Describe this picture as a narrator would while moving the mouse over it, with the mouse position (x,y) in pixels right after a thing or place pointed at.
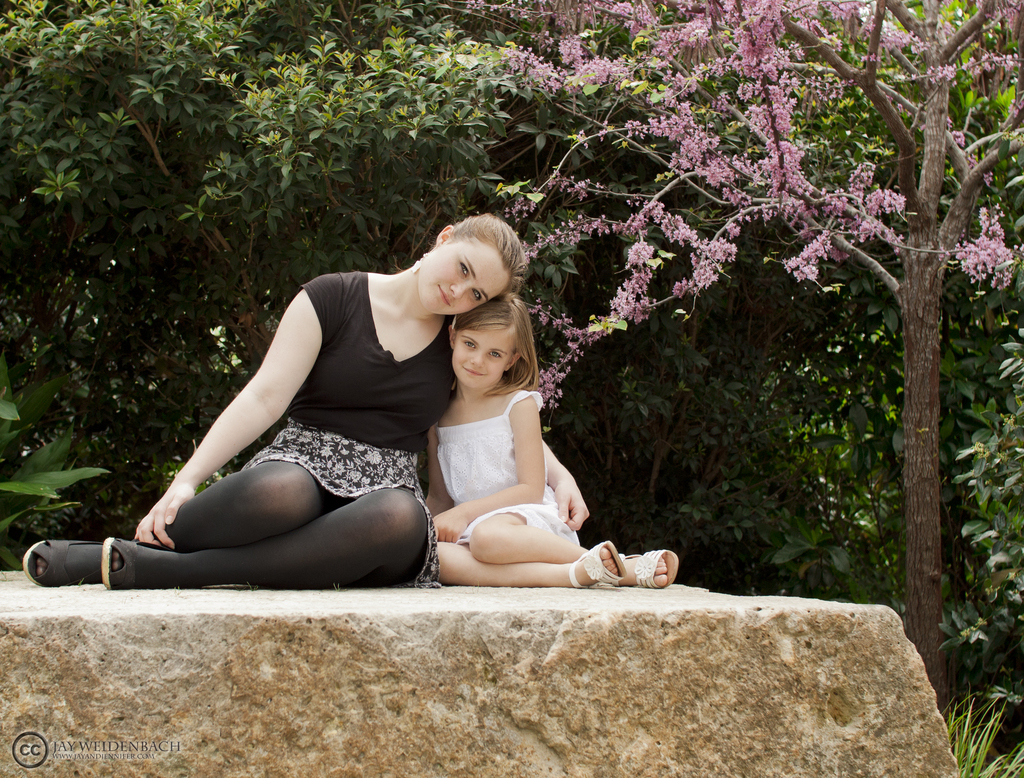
In the background (544,139) we can see the trees (645,115). In this picture we can see plants (719,121), flowers (802,53) and branches (824,67). We can see a woman (454,310) and a girl (438,426) sitting on the stone (527,606). They both are smiling and giving a pose.
